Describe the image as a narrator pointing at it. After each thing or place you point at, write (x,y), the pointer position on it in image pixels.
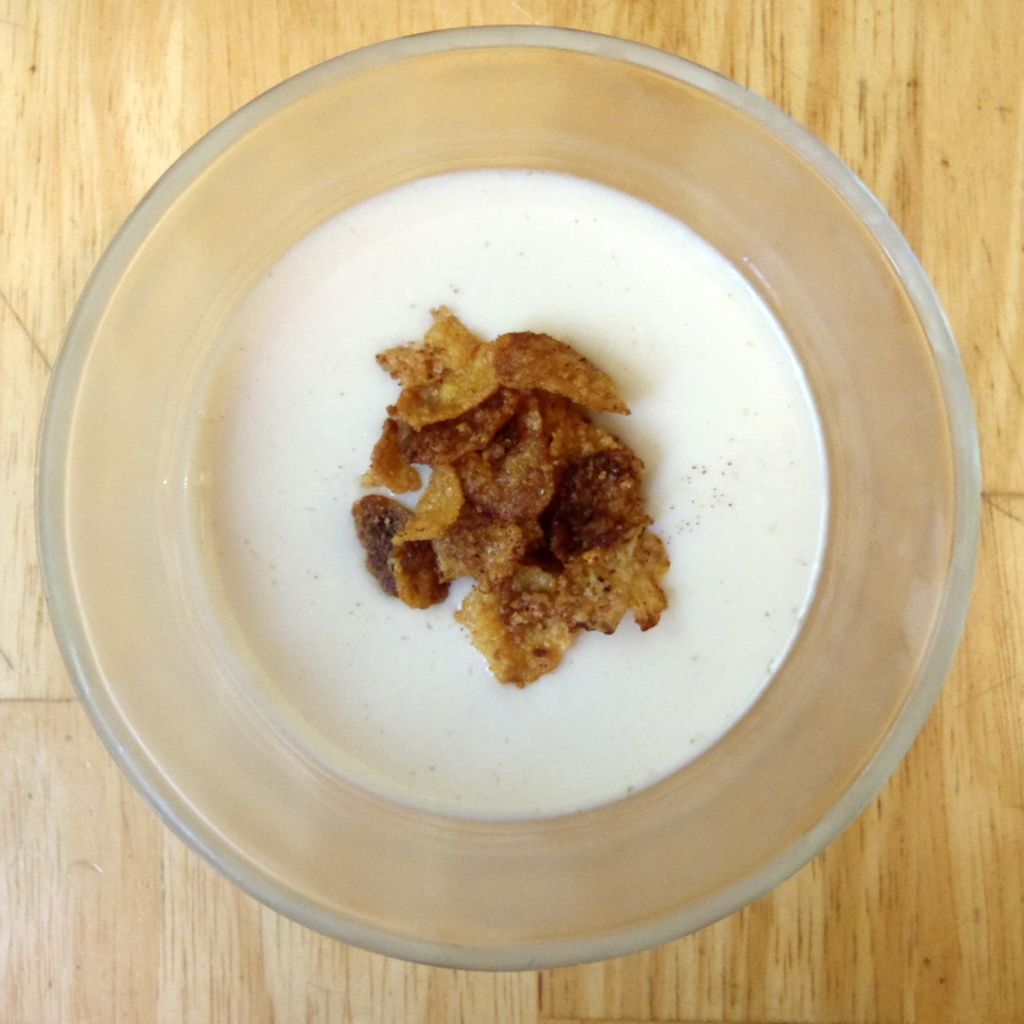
In this image I can see a bowl (155,374) and on the bowl (155,398) I can see a food (600,315) and the bowl (321,166) is kept on the table (68,822).
